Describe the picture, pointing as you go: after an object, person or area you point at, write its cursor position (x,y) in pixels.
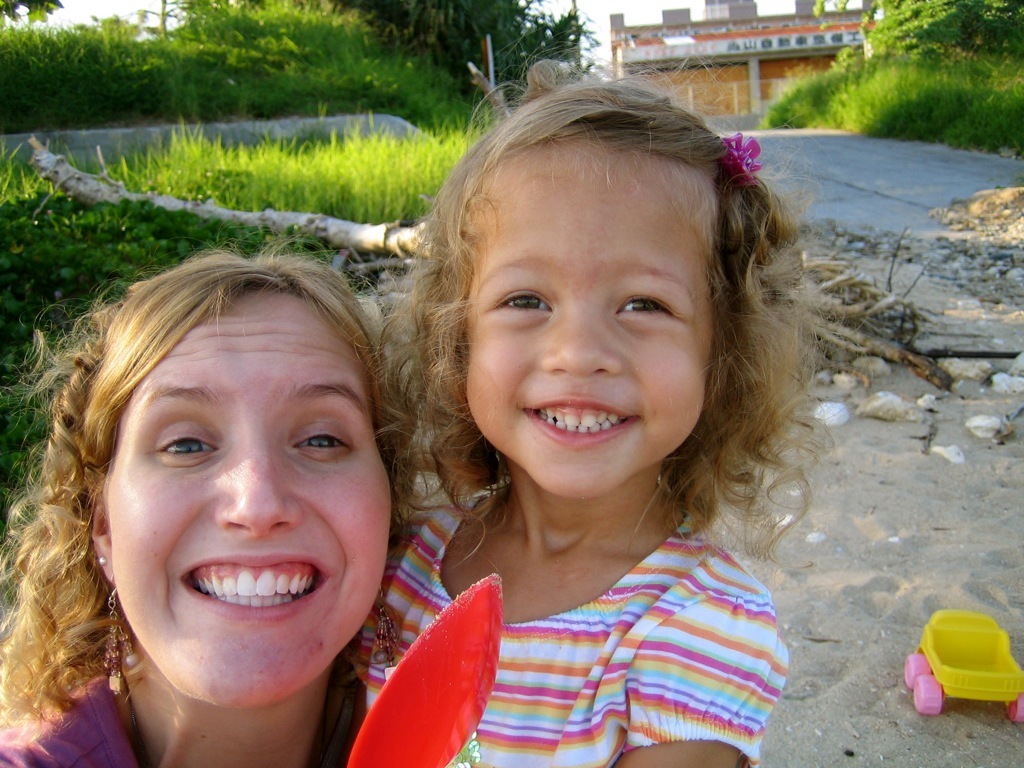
On the left side of the image (259,597) there is a lady (325,757) smiling. Beside her there is a girl (378,672) smiling. Behind them on the ground (240,147) there is grass (407,147), wooden log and also there are small plants (15,265). On the right side of the image (907,449) on the ground (911,156) there is sand (938,434) with a toy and stones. In the background (775,24) there are trees (925,14) and also there is a building (760,58).
